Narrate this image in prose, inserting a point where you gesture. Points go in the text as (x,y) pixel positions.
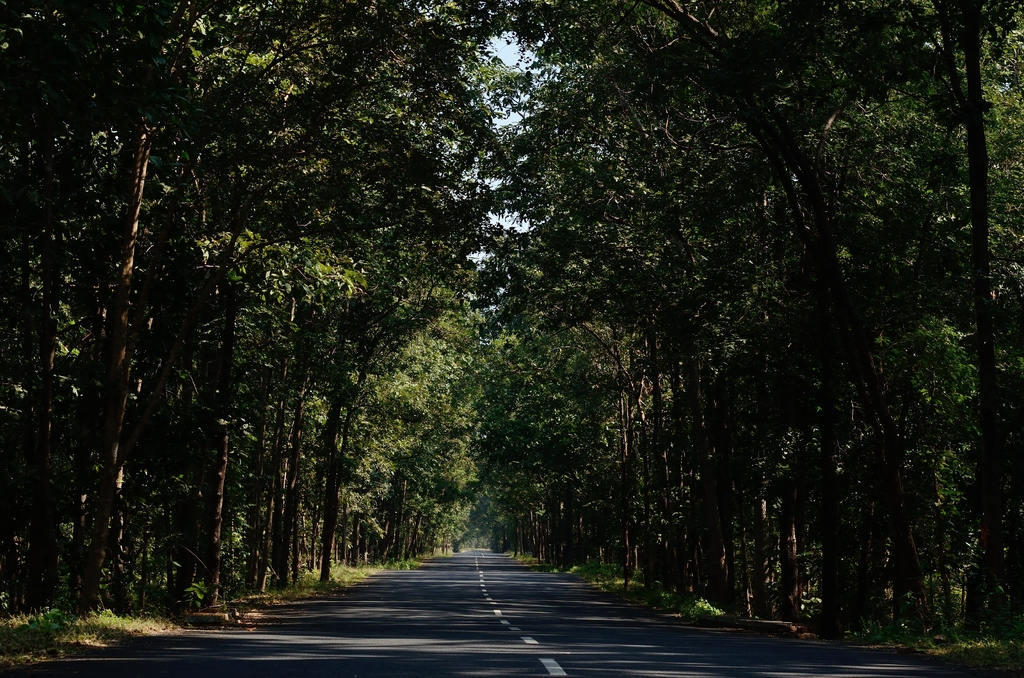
In this image, there are trees (351,299). At the bottom (438,613), there is a road (448,598).
